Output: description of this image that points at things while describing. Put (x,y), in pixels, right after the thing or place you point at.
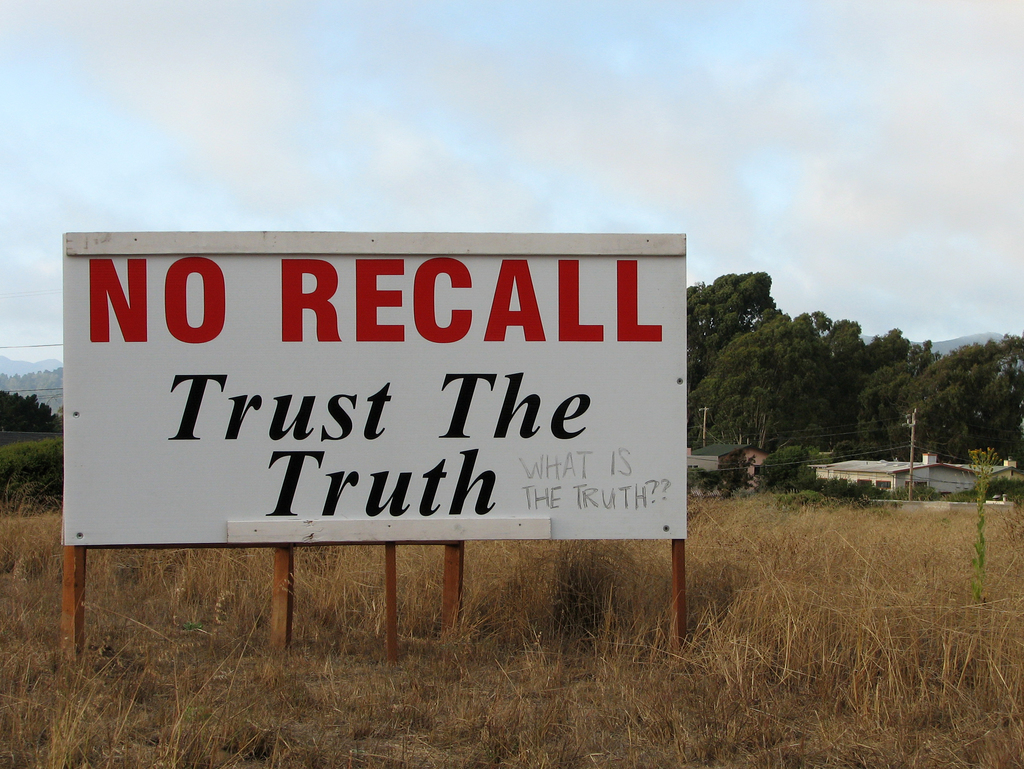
In this picture I can observe white color board (350,489). I can observe some text (360,266) on the board (342,362). There is some dried grass (416,585) on the ground (781,570). In the background (782,390) there are trees (745,332) and some clouds (584,127) in the sky (584,127).
